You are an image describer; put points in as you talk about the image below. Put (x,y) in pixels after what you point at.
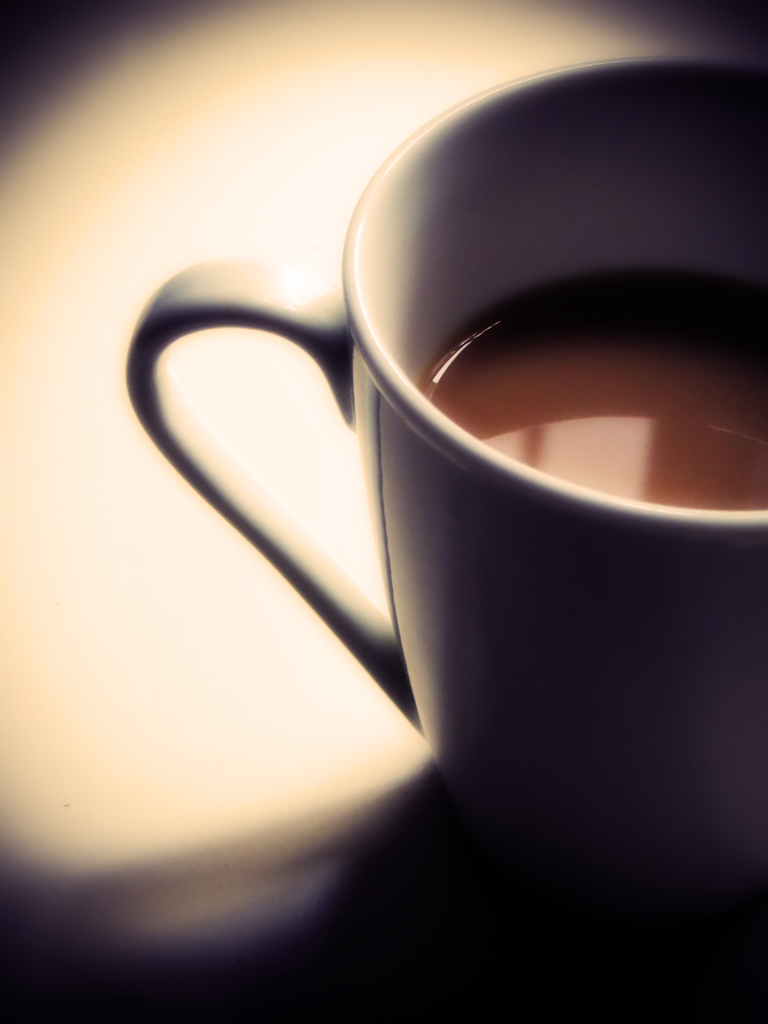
In this image I can see a teacup (695,561) in white color.
